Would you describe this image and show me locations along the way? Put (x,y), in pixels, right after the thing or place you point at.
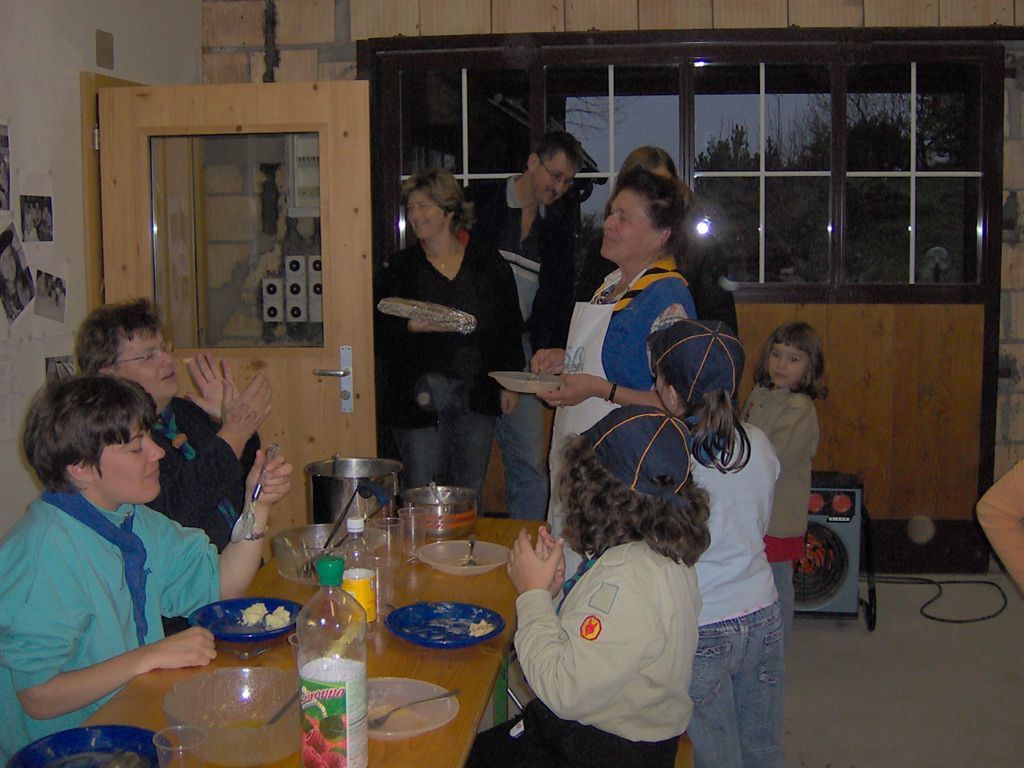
Few persons (548,312) are standing and few persons (160,545) are sitting on the chair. We can see table (265,611) on the table (259,663) there are bowl (310,542), bottles (342,631), plates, food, spoons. This is floor (883,714). On the background (703,47) we can see wall (104,25), glass window (801,91) from this glass window (806,184) we can see trees (876,153).
